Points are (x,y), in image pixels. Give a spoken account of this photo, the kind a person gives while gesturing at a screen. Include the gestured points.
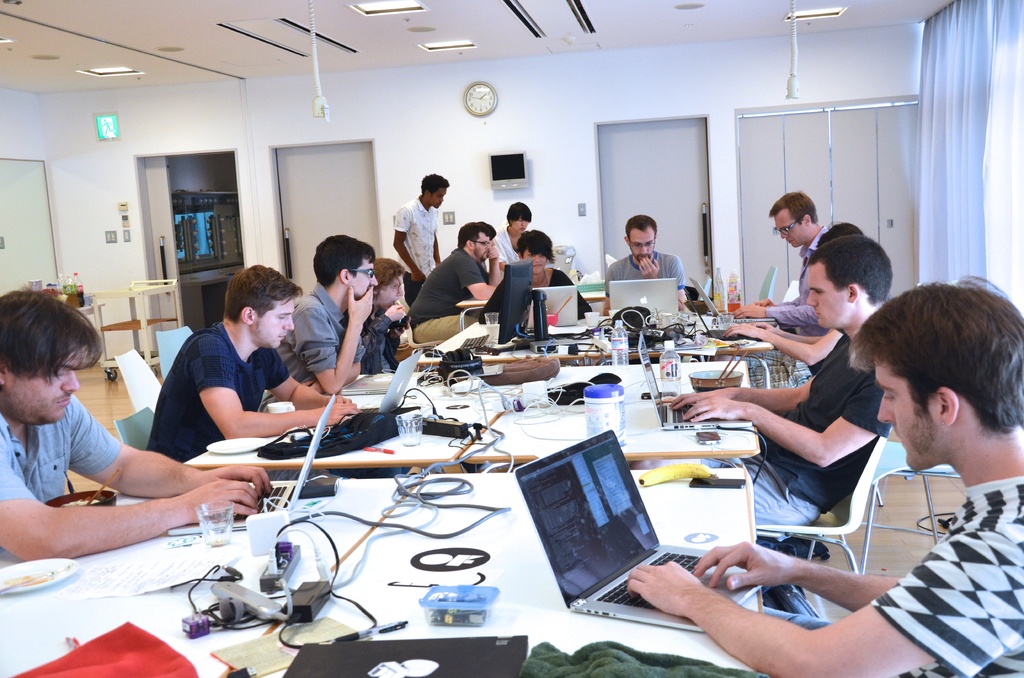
In this picture there are group of people (617,270) who are sitting. On the left side (54,520) there is one man (41,429) who is sitting and looking at laptop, beside that man (58,443) another man (198,386) is sitting and he is also looking at laptop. Beside that man (258,317) another man (316,322) is sitting. Beside that man (347,308) one person (390,309) is sitting. Beside that person (399,311) there are two persons (488,251) who are sitting and another person (426,234) is standing beside that person (429,217) there is another person (519,223) who is standing beside that person (510,214) another person (537,256) is sitting and looking at laptop (565,293). Beside that person (537,239) another man (646,262) is sitting and looking at laptop (642,287). Beside that man (642,234) on the right side (797,304) there is one man (803,232) who is sitting and looking at laptop (756,320). Beside that man (807,257) there are two people (808,342) sitting and looking at laptop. On the right side (956,622) there is one man (925,566) who is sitting and looking at his laptop (588,529). In front of them there are three tables (476,406) which contains some plates (49,566), glasses (211,518), wires (503,436) and bottles (622,337) on it. On the middle of the image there is one clock (470,98) and ceiling (578,18) contains lights (385,13) and on the top of the right corner there is one curtain (972,137). In the middle of the image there are doors (334,170).
